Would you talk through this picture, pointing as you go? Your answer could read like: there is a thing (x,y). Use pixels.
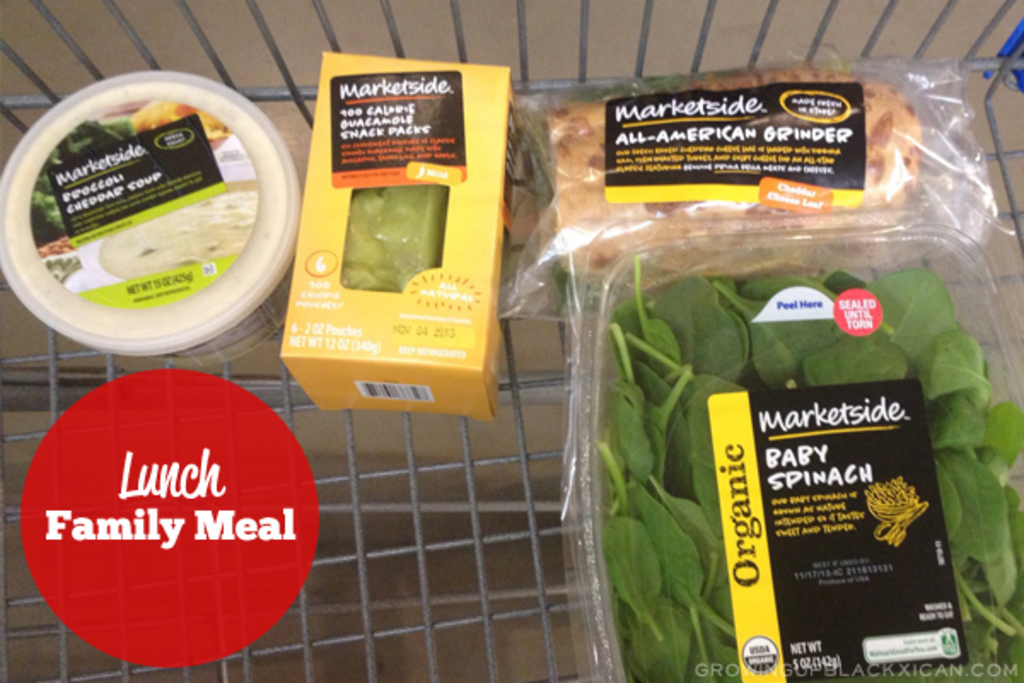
In this picture we can see a few green leaves (899,682) and food items (828,642) in a trolley (3,573). There is some text (700,666) on the right (891,632) and left side of the image (133,462).
